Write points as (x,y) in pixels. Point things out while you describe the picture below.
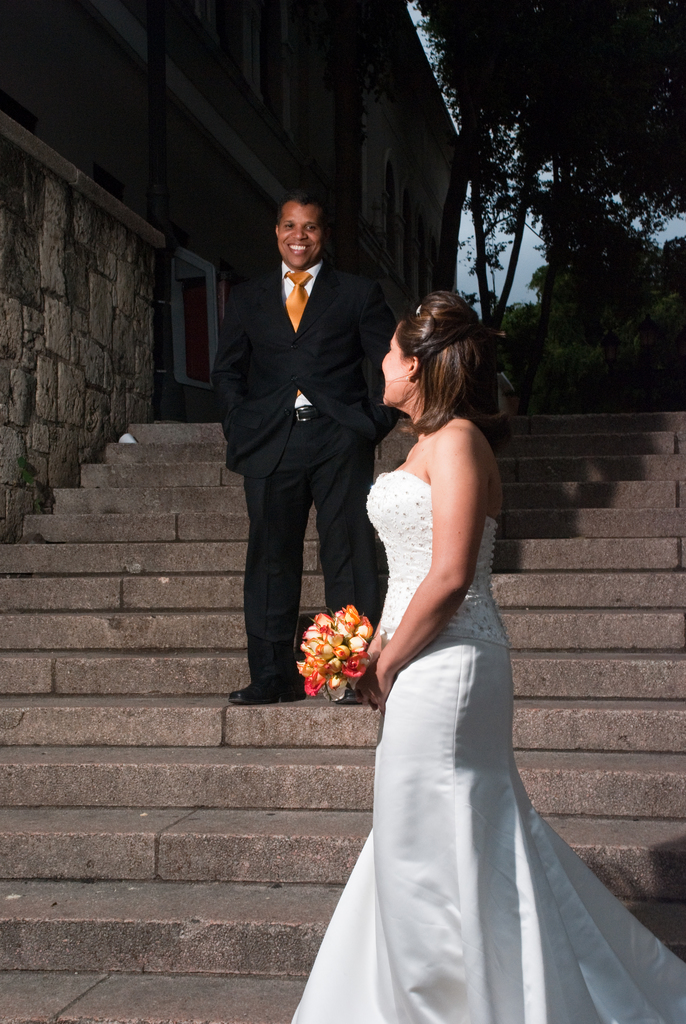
In the center of the image (304,431) there are two people (353,546) on the staircase (609,642). In the background of the image (585,223) there are trees (564,181). To the left side of the image (156,398) there is a building (259,112).
